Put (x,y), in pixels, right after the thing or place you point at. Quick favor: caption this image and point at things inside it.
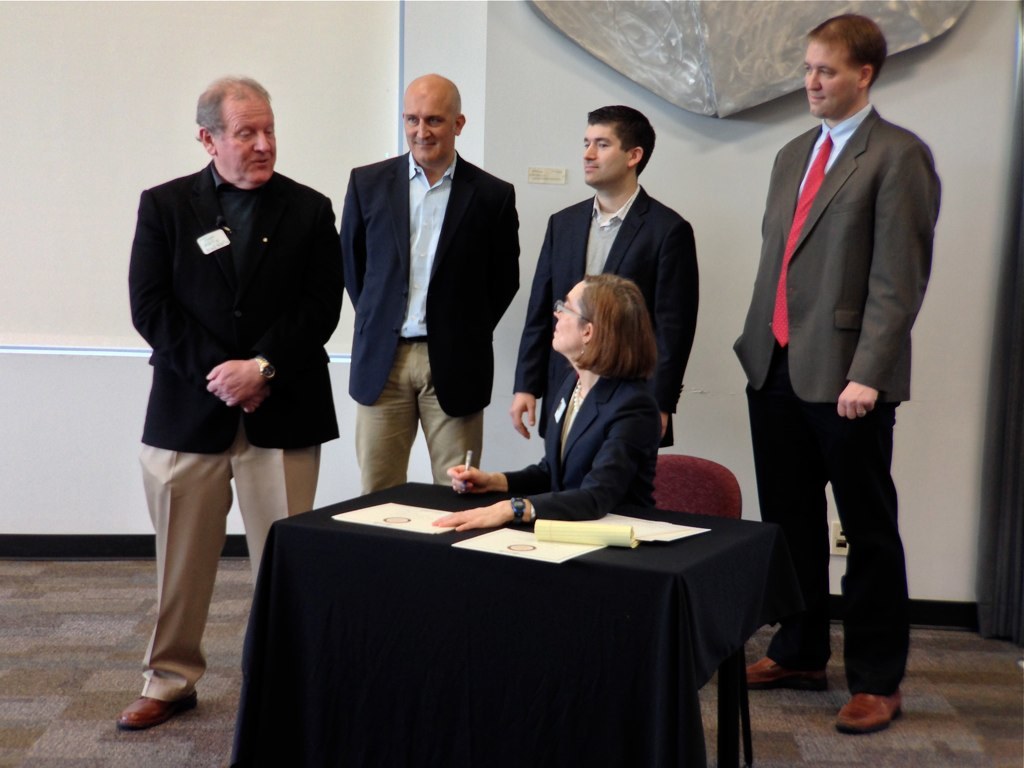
In the image we can see four persons (469,223) were standing and one woman (607,458) she is sitting on the chair (660,491) around table (420,591). On table (378,548) we can see papers (552,536), pen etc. In the background (611,94) there is a wall (553,99).
